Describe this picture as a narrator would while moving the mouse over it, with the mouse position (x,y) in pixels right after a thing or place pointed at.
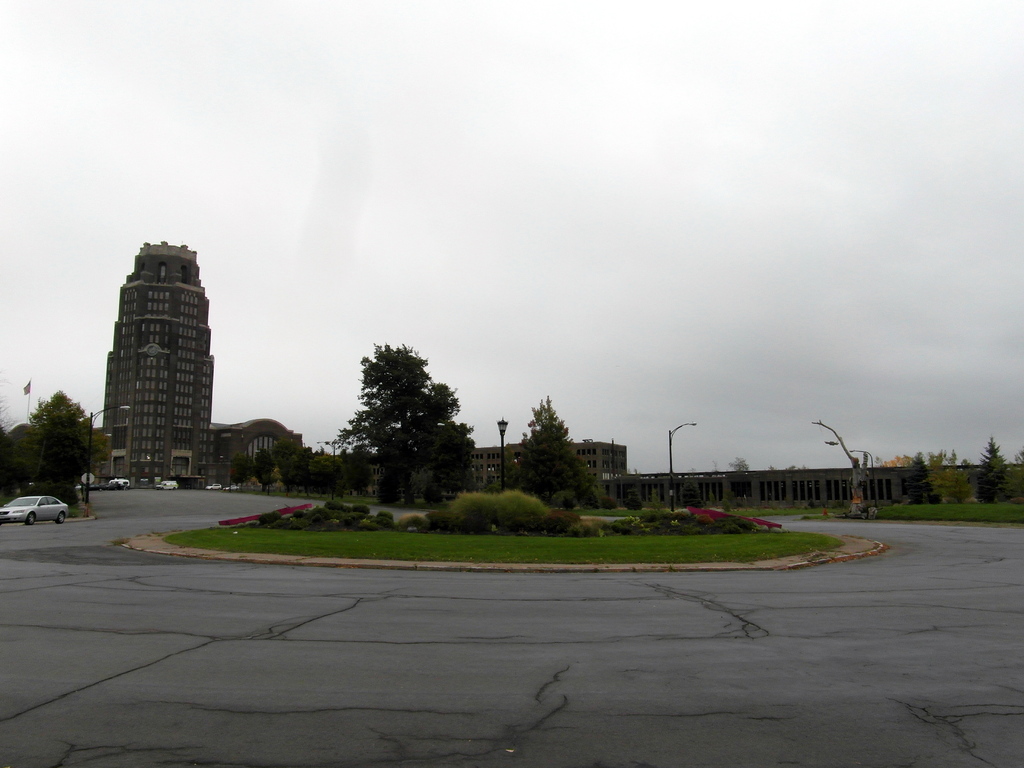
In this image I can see trees (258,481) in green color, I can also see few vehicles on the road (201,560), light poles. Background (134,381) I can see a building (124,365), and sky (528,223) in white color.
